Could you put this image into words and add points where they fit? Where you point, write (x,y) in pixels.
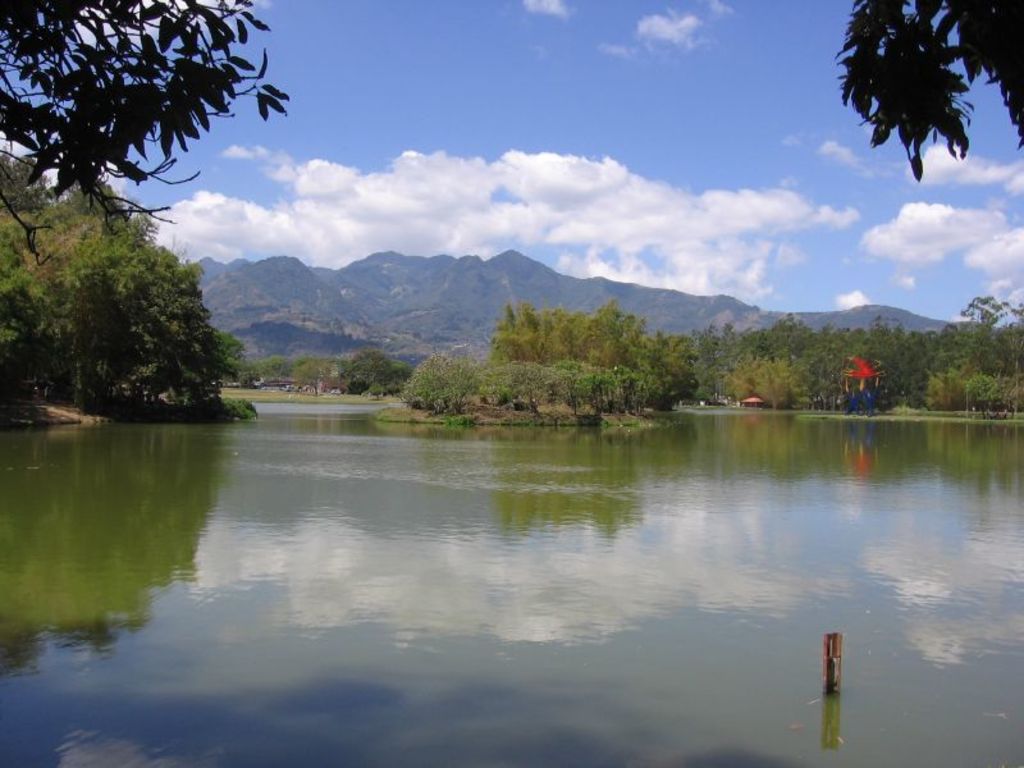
In this image, we can see a lake (543,514). There are some trees (703,362) and hills (376,304) in the middle of the image (501,283). There is a branch (142,116) in the top left (96,70) and in the top right of the image (910,53). There is a sky (537,63) at the top of the image (537,63).
